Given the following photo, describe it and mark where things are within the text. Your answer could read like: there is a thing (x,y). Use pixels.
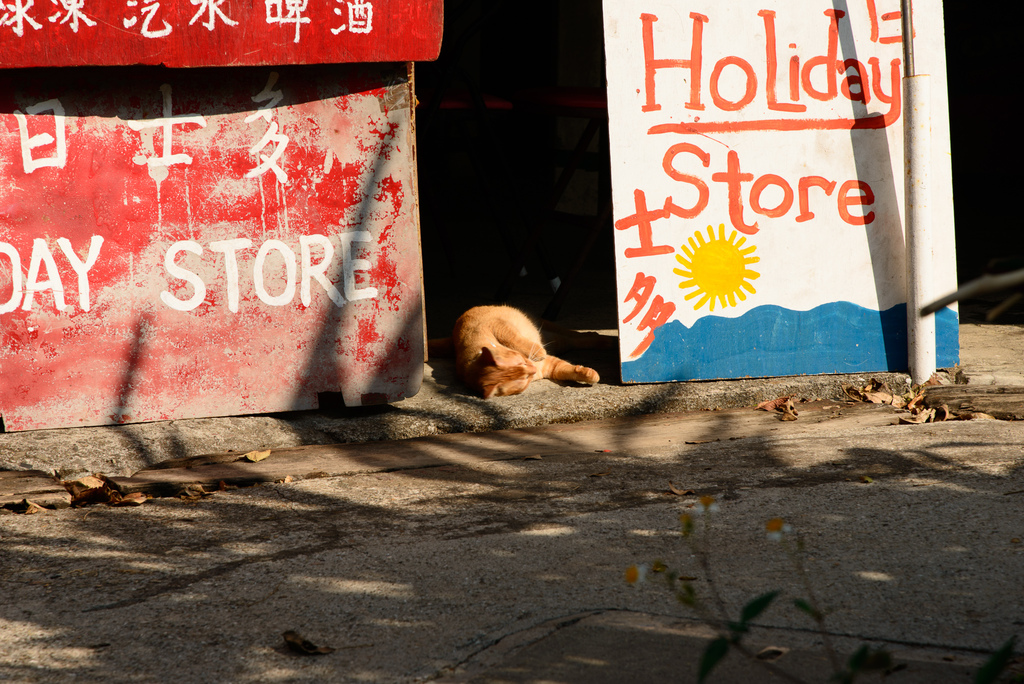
In this image we can see the hoardings (707,228) with text (268,156). We can also see a cat (516,361) sleeping on the surface (481,407). At the bottom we can see some dried leaves (105,489) on the road (610,501).
